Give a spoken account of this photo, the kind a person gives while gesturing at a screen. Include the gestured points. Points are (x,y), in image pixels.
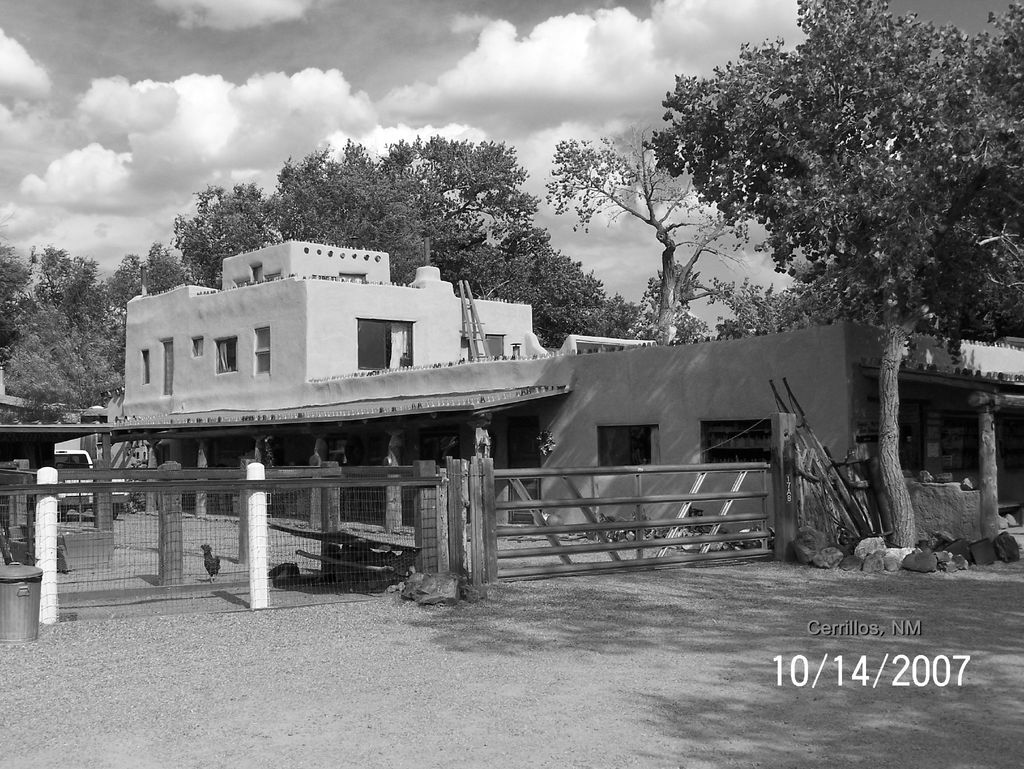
In this picture we can see houses (949,416) with windows (746,442), fence (470,534), gate (730,508), trees (113,378), vehicle (113,496) on the ground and in the background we can see the sky (330,68) with clouds (300,77).
